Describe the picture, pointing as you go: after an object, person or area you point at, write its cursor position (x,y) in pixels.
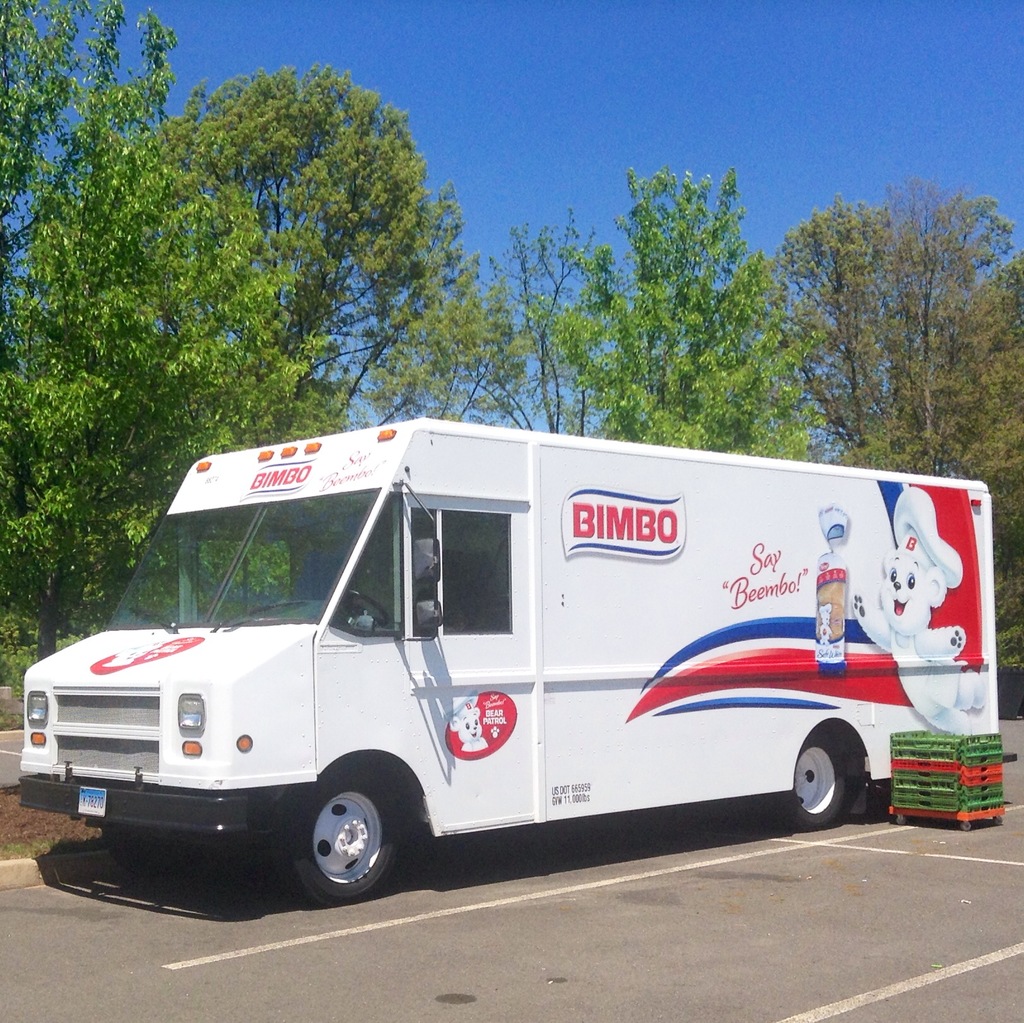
This is the van (485,738), which is white in color. I can see a painting (792,667) on the van (723,595). I think this is the basket (962,801) with the wheels (900,820) attached to it. These are the trees (841,355) with branches (848,341) and leaves (341,246).
